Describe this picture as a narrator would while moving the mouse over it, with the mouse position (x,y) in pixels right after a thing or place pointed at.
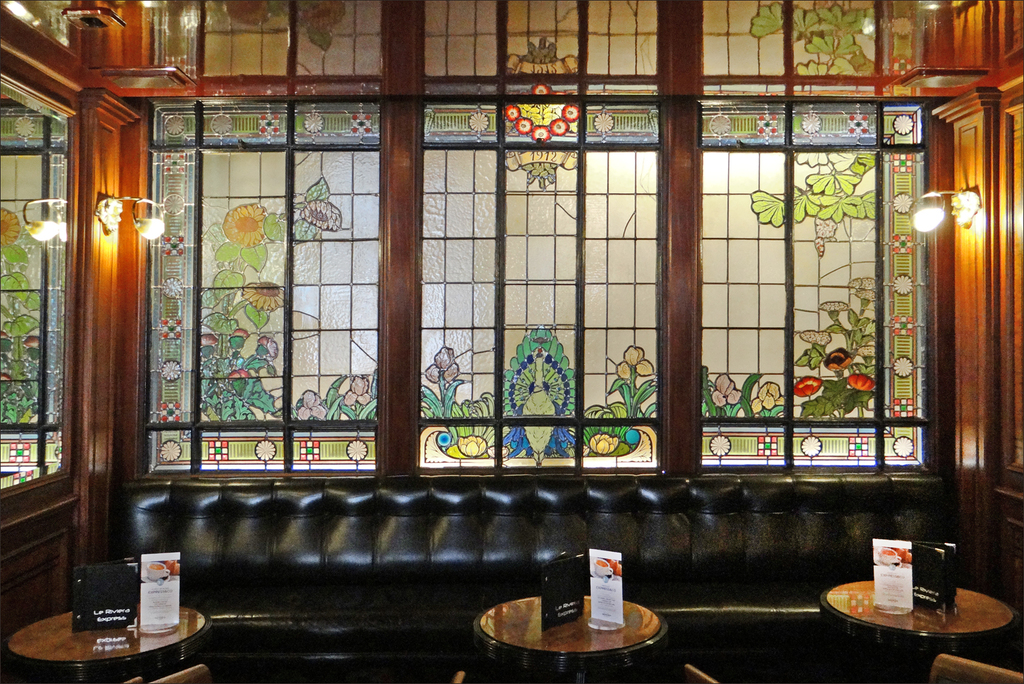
In this image we can see black color sofa (858,524). In front of the sofa (763,655) tables (890,629) are there. On table (933,629) pamphlet (104,601) are present. Behind the sofa (913,537) glass windows (444,321) colorful painting (219,355) are present. To the both sides of the image lights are there.
